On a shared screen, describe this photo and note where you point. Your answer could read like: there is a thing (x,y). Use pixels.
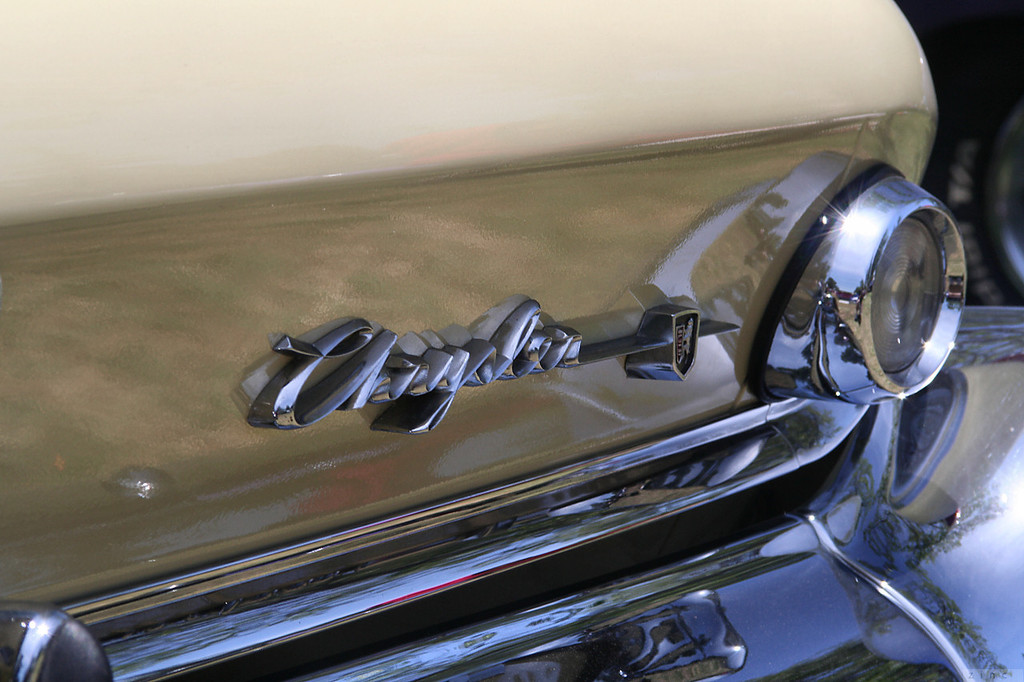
In the foreground of this image (582,472), there is a truncated part of a car (615,427) and a logo (512,372) on it.
